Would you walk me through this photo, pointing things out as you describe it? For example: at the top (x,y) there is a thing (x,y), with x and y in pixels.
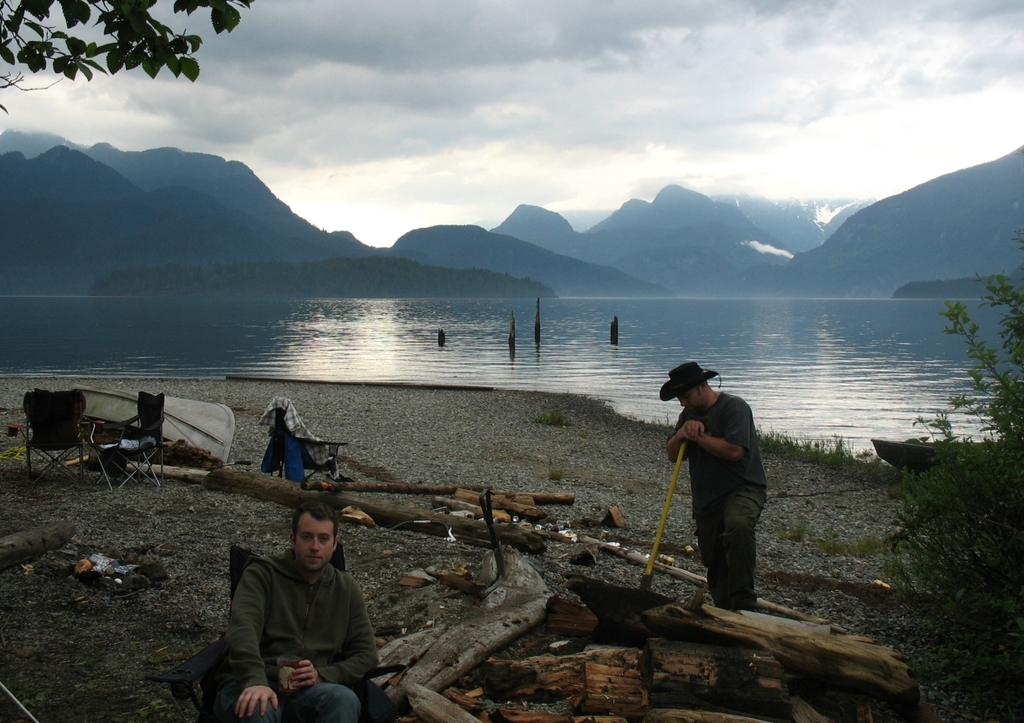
The picture is taken near a lake (663,416). In the foreground of the picture (717,481) there are two men (702,465), wood (493,600), chairs (81,464), glass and plants (983,362). In the center of the picture (603,257) there are mountains (540,237), lake (562,343). At the top (21,41) to the left there is a stem (140,10). Sky (334,61) is cloudy.
